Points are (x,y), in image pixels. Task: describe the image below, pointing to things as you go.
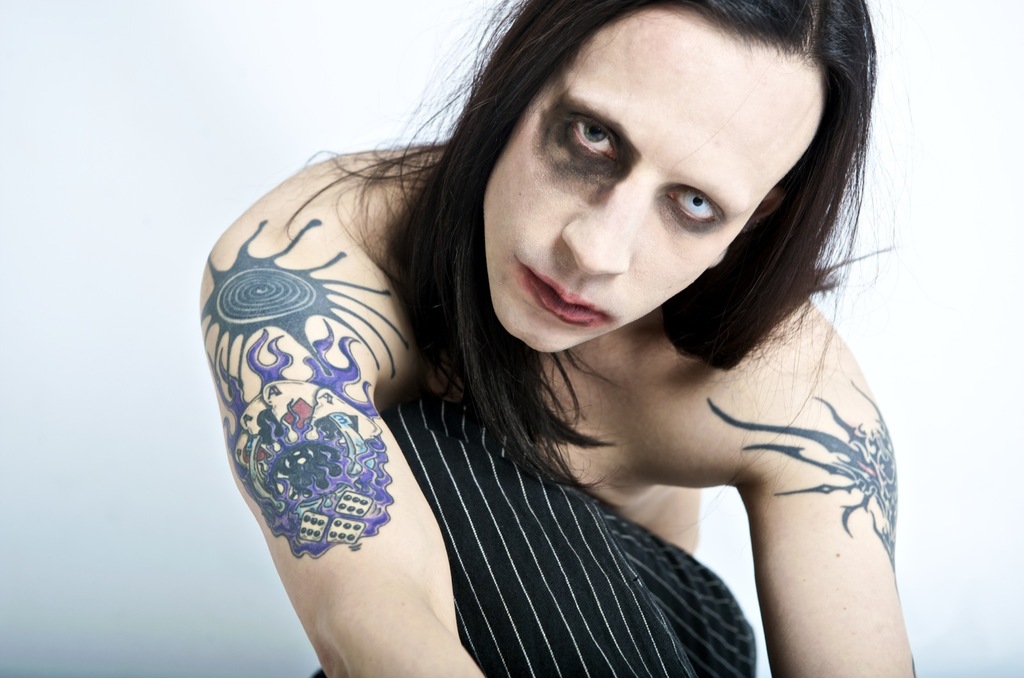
In this picture we can see a person (779,451), tattoos (863,464), cloth (525,517) and in the background (231,179) we can see white color.
